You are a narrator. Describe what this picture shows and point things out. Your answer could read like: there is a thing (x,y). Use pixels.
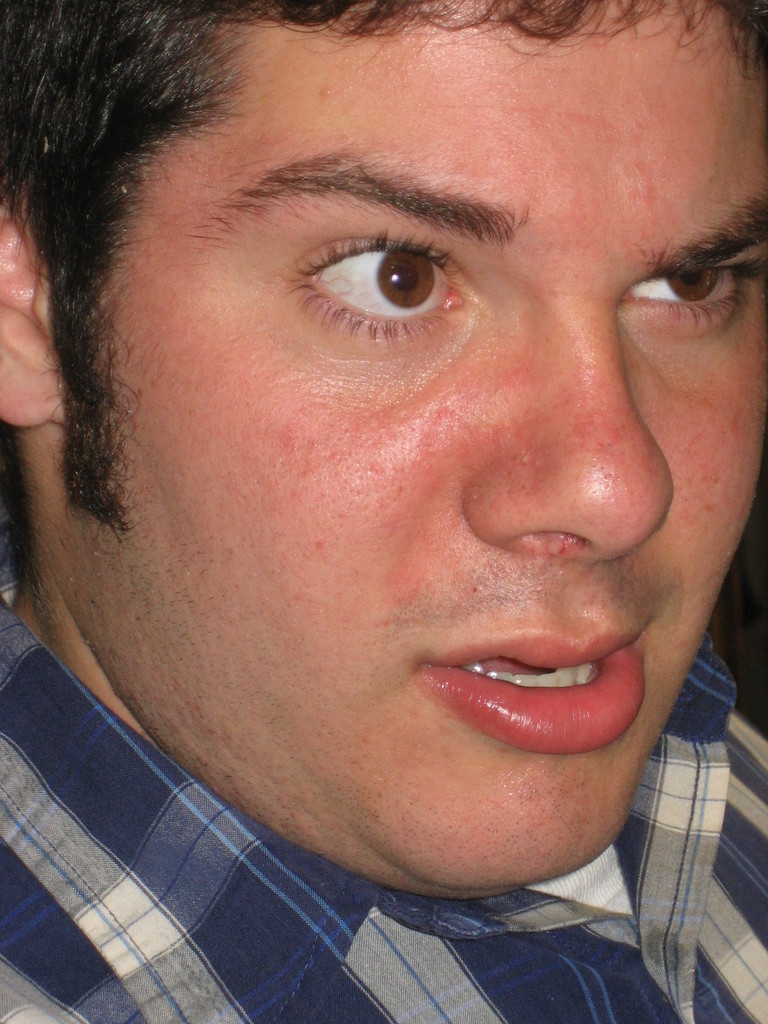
In this image there is a man (673,693) he is wearing blue and white color checked shirt (193,905).
